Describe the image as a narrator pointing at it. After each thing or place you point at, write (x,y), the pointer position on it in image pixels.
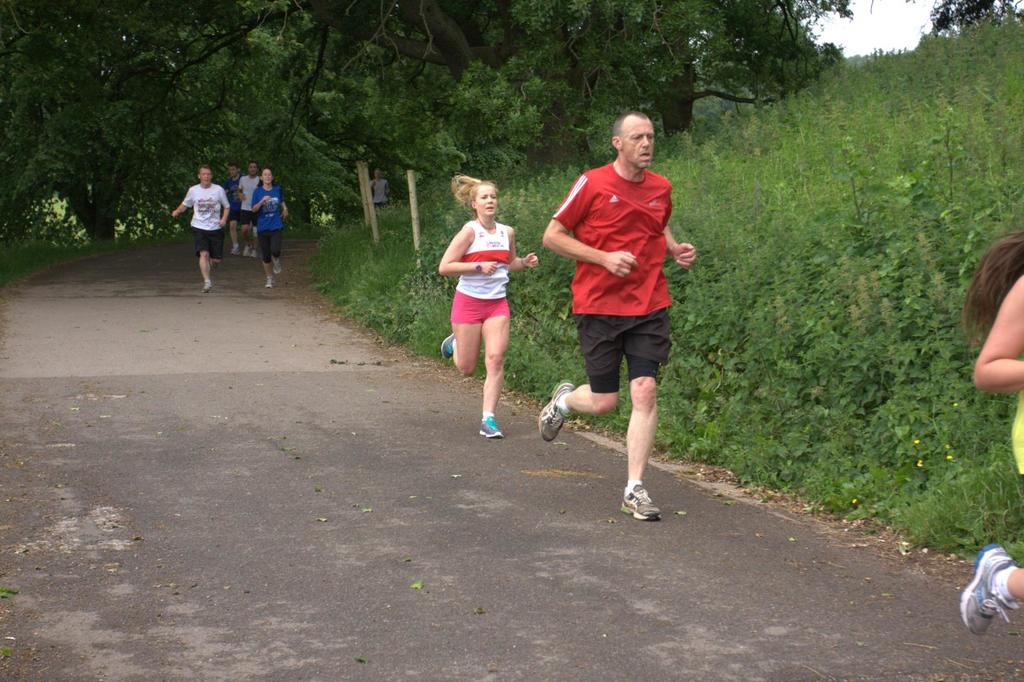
In this image I can see the group of people (646,362) are running on the road (401,596). These people (254,201) are wearing the different color dresses (271,245). To the side of these people (588,222) I can see many trees (394,200) and the poles (370,206). In the back (883,31) I can see the white sky (870,32).
